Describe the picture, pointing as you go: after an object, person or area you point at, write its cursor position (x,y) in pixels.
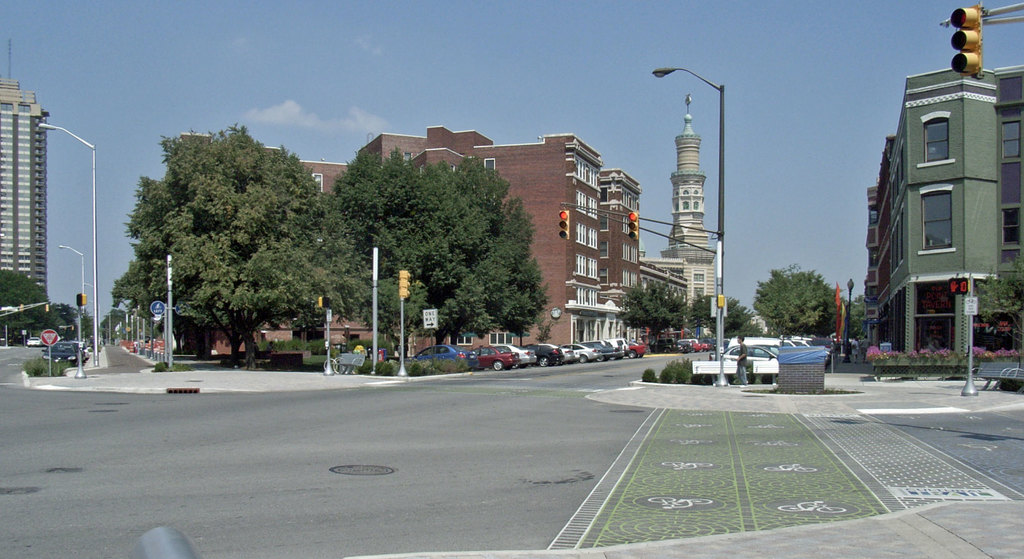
In the image I can see the view of a place where we have some buildings (1014,133), houses (518,152), trees (453,170), plants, poles (720,226) and some people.
